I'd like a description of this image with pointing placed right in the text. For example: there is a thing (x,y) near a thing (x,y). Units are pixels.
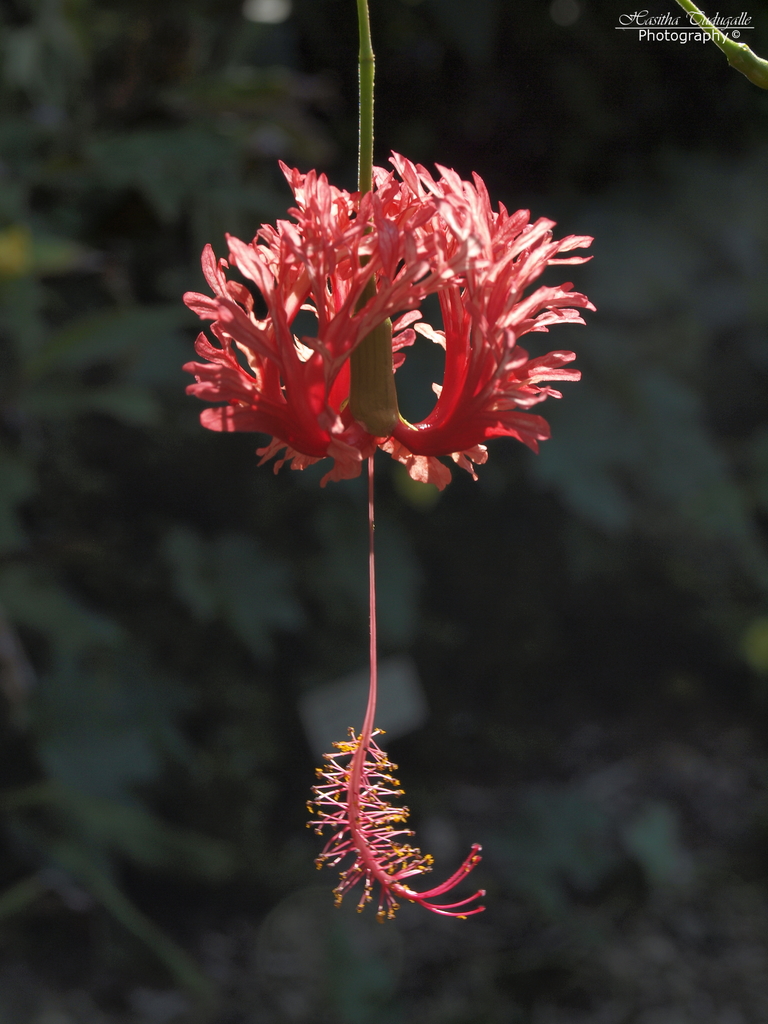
In this image in the front (464,416) there is a flower (463,359). In the background (251,453) there are leaves (651,288) and it seems to be blurry.
